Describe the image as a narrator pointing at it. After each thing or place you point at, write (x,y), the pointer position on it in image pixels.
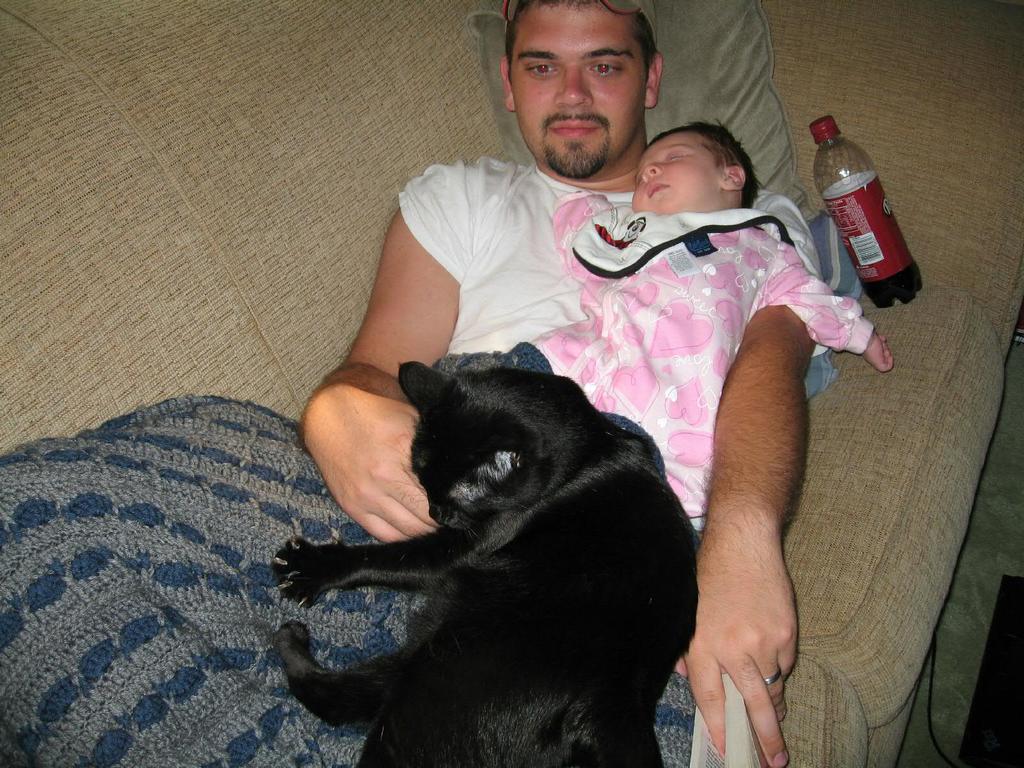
This image is clicked inside the house (979,594). In this image there is a sofa (87,288) in brown color. There are two persons (688,222), one infant (688,222) and one man (772,393). The man (355,400) is wearing white t-shirt (478,278). There is a black cat (522,555) in the front (574,570). And the man (446,214) is holding the cat (563,638) and infant (578,355).
